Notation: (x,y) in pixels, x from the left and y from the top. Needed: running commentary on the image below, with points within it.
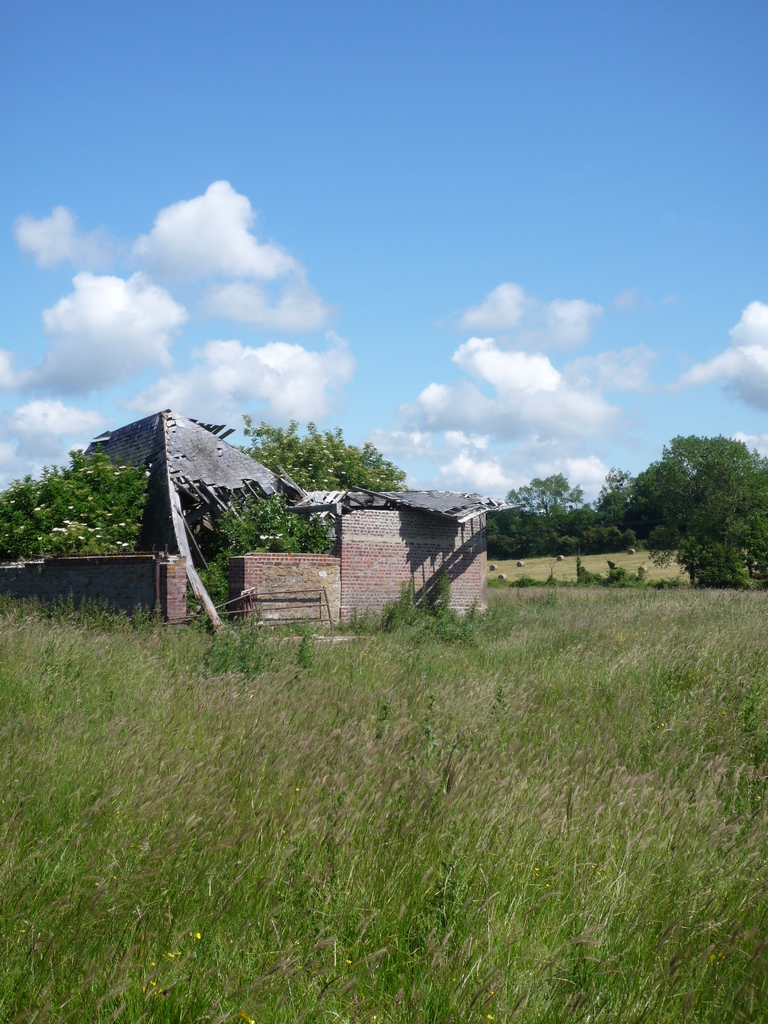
In this image in the center (404,531) there is one house (245,570), at the bottom (213,839) there are some plants (369,742) and in the background (53,533) there are some trees (53,533) and wall (330,604).
